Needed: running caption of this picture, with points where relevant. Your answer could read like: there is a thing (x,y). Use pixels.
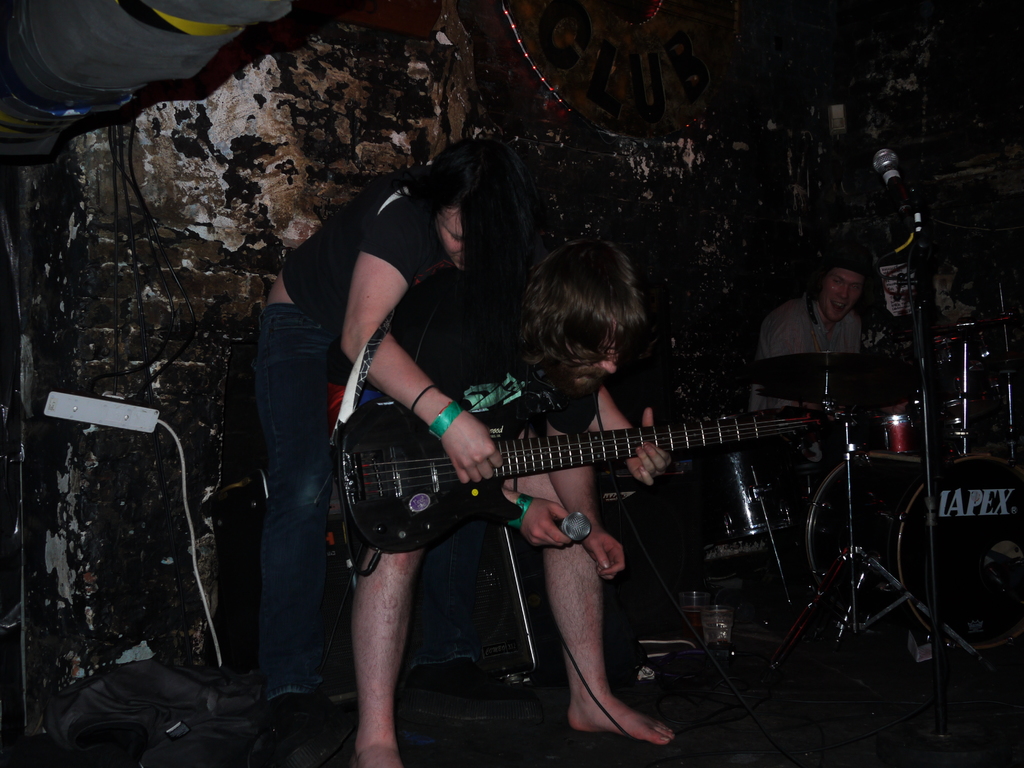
This picture seems to be of inside. In the center (385,368) there are two persons (438,283) standing and holding a guitar (414,451) and a microphone (574,518). On the right (836,297) there is a person (802,341) sitting and seems to be playing drums (953,398) and we can see a microphone (895,184) attached to the stand (921,343). In the background (875,85) we can see a wall (747,127).
